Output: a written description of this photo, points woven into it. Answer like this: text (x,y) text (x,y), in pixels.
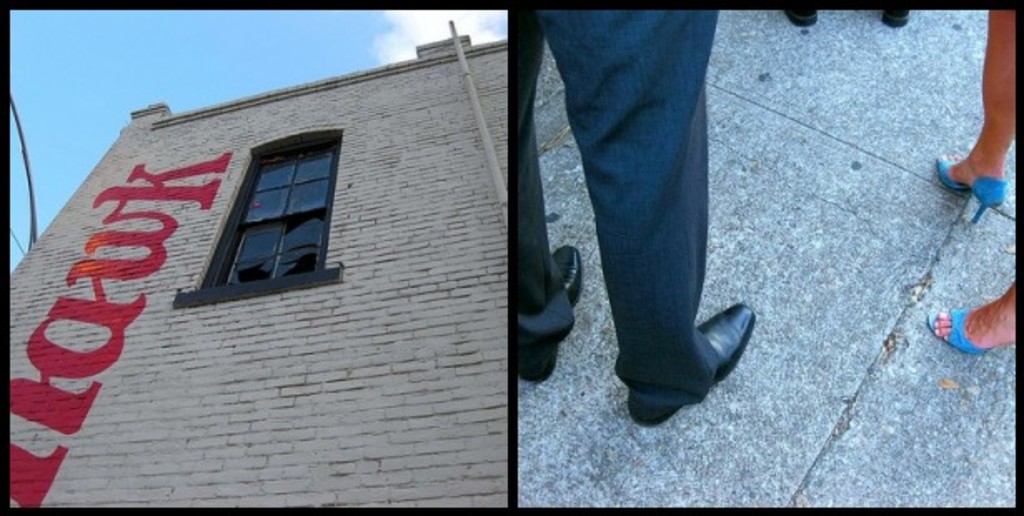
In this image I can see two collage photos where on the left side (28,295) I can see a building (113,181), few wires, a pipe (464,61), the cloud (401,43) and the sky (201,22). On the right side (1001,104) I can see legs (992,331) of people (1003,59). On the left side (38,475) I can see something is written on the building (198,201) and near that I can see a window (295,145).
